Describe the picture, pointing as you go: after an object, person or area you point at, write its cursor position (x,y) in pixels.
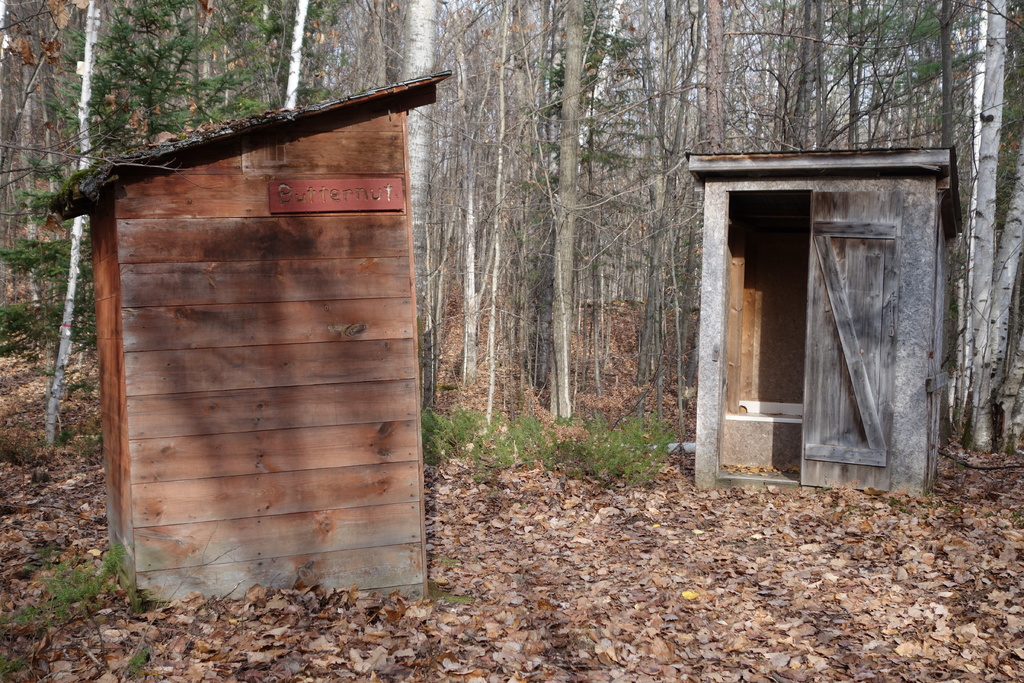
In this image we can see wooden sheds (371,350), dry leaves (671,530) on the ground (663,511), shrubs (475,422), trees (381,71) and sky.
